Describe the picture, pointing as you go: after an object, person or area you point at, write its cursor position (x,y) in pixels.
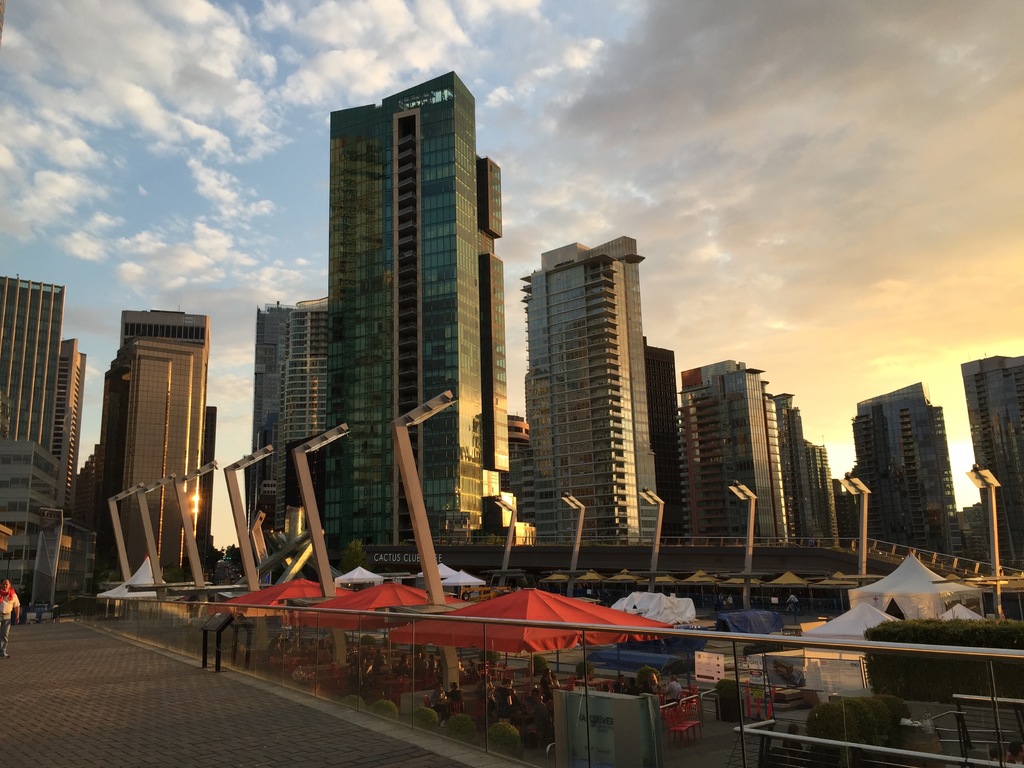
In the picture we can see a path (316,707) near it, we can see some tents (564,611) and some poles (410,496) with lights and in the background (331,484) we can see tower buildings (589,318) and sky (313,159) with clouds (701,140).
